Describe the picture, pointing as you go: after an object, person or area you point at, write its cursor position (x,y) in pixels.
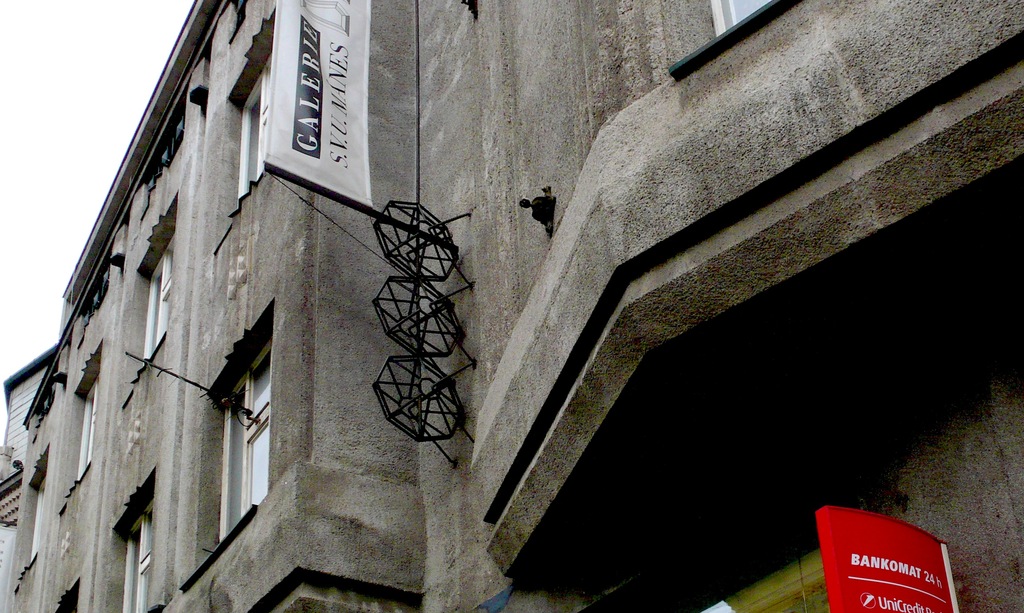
In this image we can see a building (264,286) and the sky (58,162) is in the background (104,109).
